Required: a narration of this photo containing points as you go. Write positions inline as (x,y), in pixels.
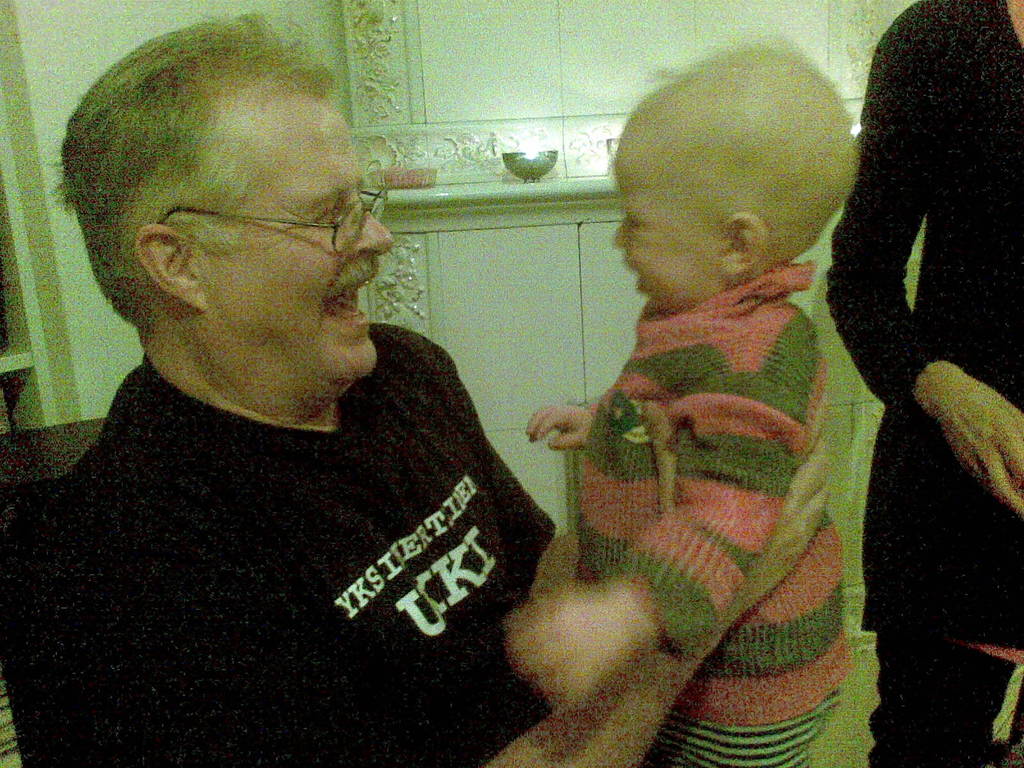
In this image, there are a few people (923,472). In the background (467,200), we can see the wall (512,87) and a shelf (525,194) with some objects (507,153).
